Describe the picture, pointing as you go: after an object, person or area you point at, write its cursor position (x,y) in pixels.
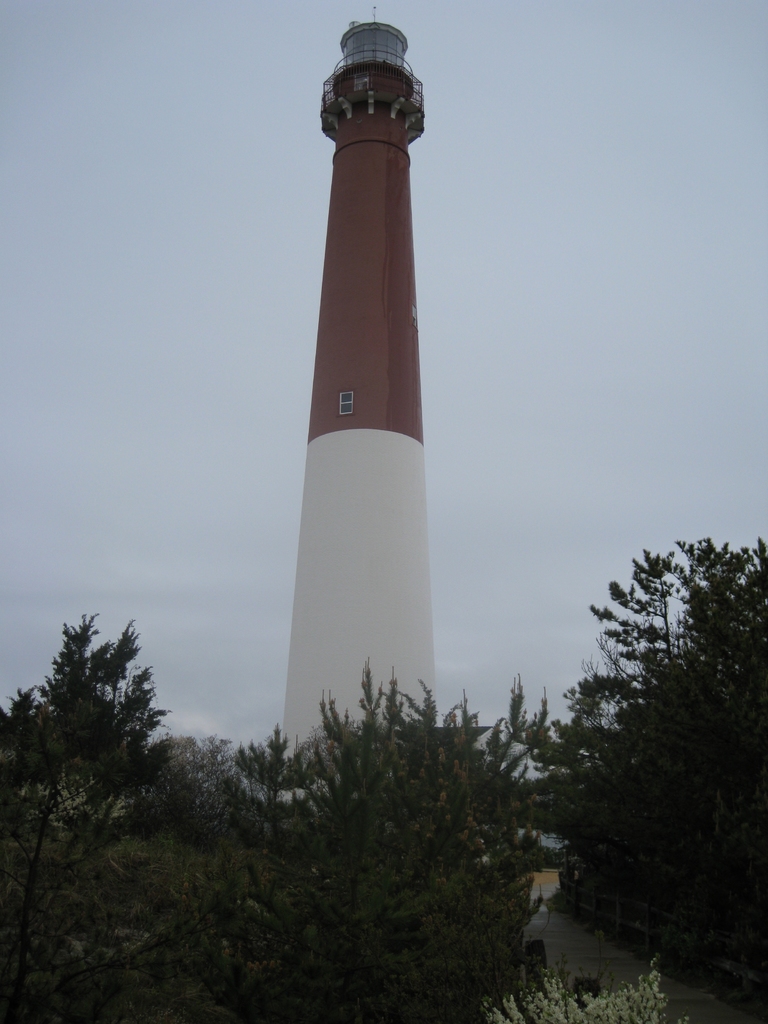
In this image in the center (379,492) there is a tower (329,296), and at the bottom of the image (462,709) there are trees (288,956) and there is a walkway (620,949). And at the top of the image (491,100) there is sky (610,269).
